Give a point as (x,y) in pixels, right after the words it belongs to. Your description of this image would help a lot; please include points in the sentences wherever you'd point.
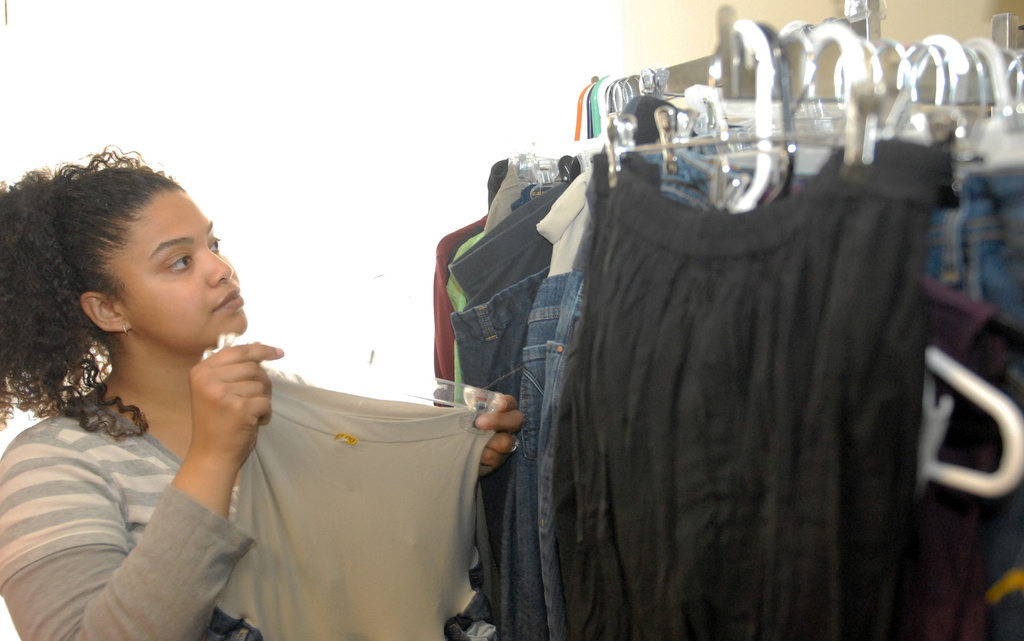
In the image in the center (430,421), we can see one woman (171,490) standing and holding one cloth (390,477). On the right side of the image (729,405), we can see hangers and clothes (741,311). In the background (429,96) there is a wall (346,128).
